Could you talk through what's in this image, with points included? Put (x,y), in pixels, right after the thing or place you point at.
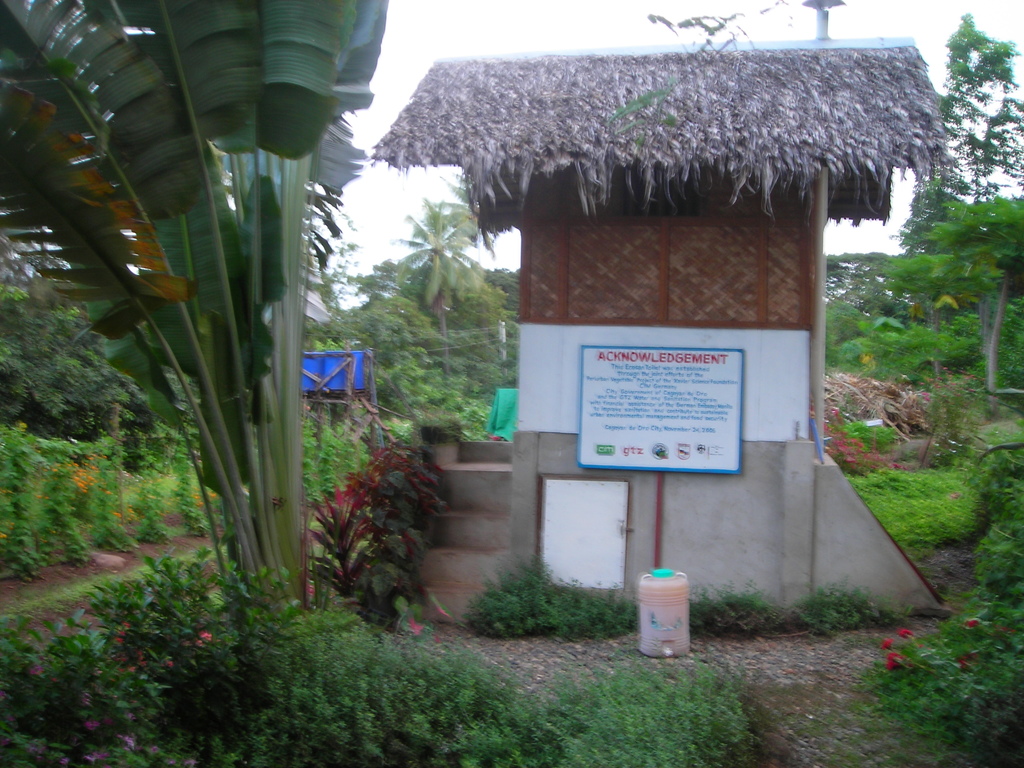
In this image I can see few trees (1020,322) and plants (313,554) in green color. In front (574,264) I can see a house (542,280) in brown color and a board (581,440) which is in white color attached to pole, background (380,246) the sky (396,223) is in white color.
